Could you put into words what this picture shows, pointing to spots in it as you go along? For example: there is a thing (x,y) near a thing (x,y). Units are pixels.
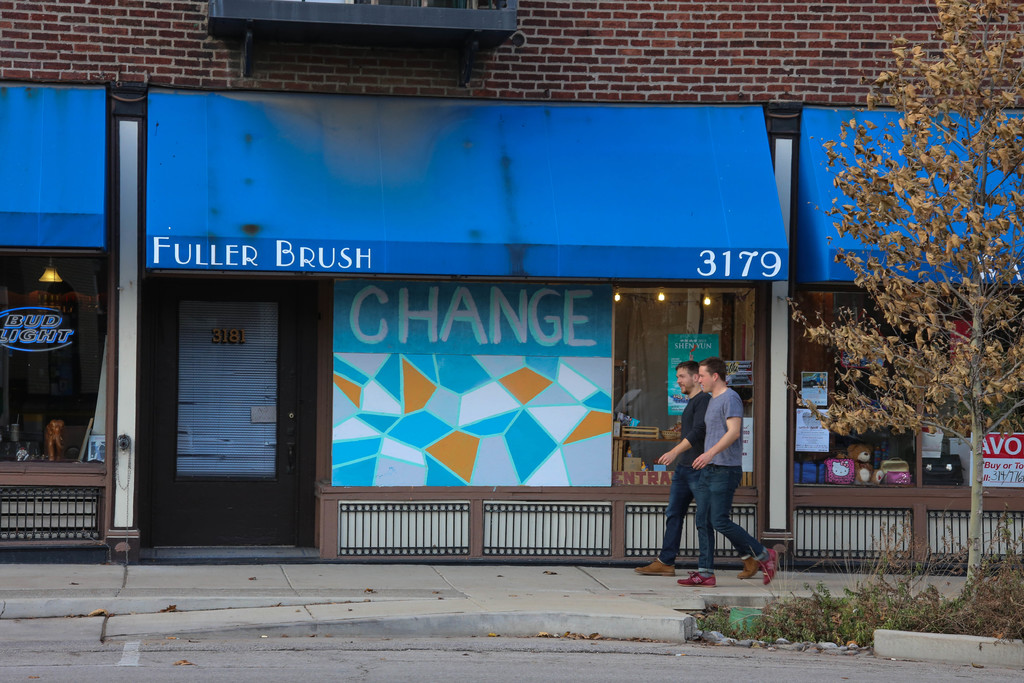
In this image I can see the road (341,659). On the right side (799,597), I can see the grass (873,591) and a tree (941,331). I can see two people (681,475). In the background (630,306), I can see a building (374,291) with some text (289,260) written on it. I can also see some objects (53,430) behind the glass (659,429). I can see the lights (56,275).
